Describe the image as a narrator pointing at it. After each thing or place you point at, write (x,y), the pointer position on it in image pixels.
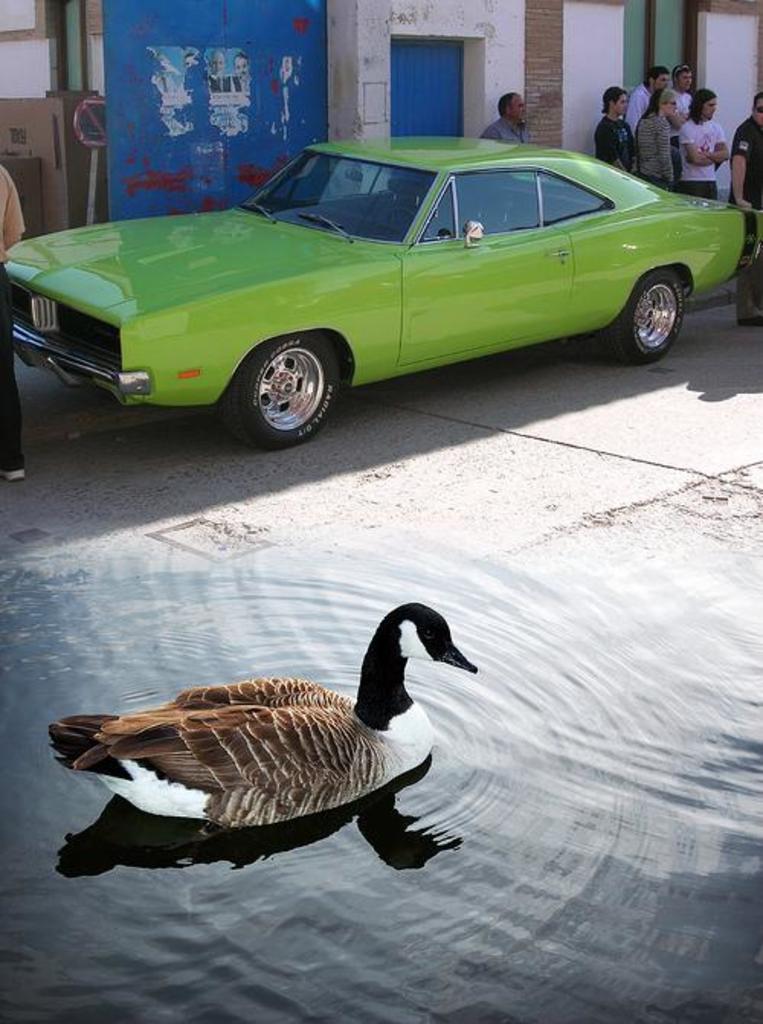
A goose (339,716) is swimming on the water (480,711). There is a green car (456,337) at the center (276,360) back and people (715,98) are present at the right (701,169) back. A person (3,287) is present at the left (90,104) and there is a sign board (88,117). There are buildings (74,59) at the back (107,169).
